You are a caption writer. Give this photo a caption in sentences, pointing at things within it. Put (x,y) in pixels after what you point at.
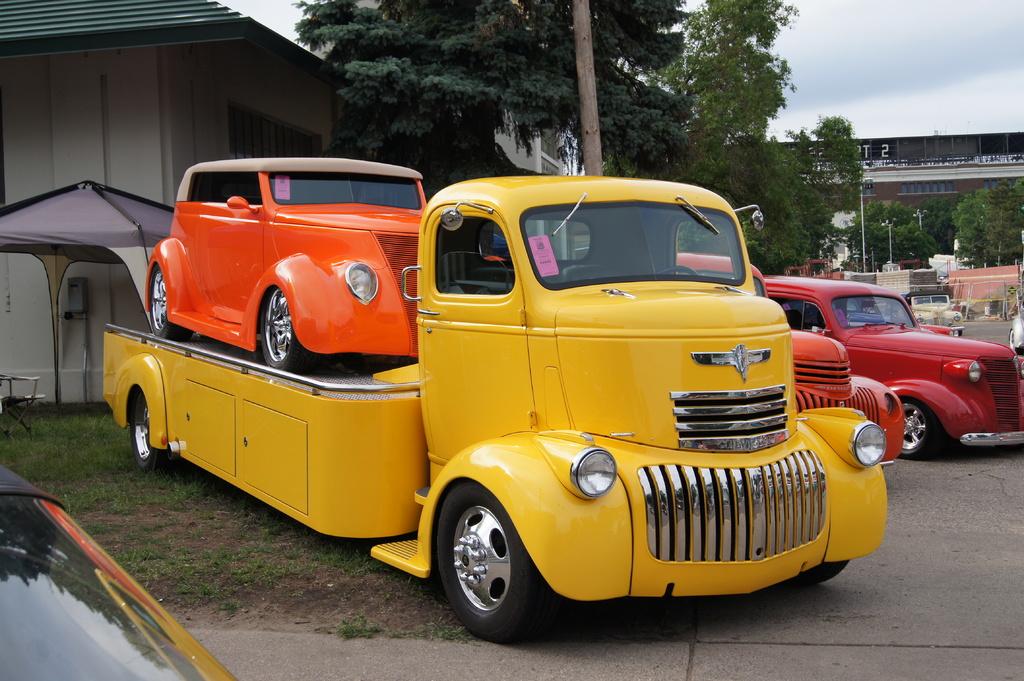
In this picture I can see some vehicles (573,428) are on the grass (285,524), behind I can see house (162,130) and some trees (479,105).
